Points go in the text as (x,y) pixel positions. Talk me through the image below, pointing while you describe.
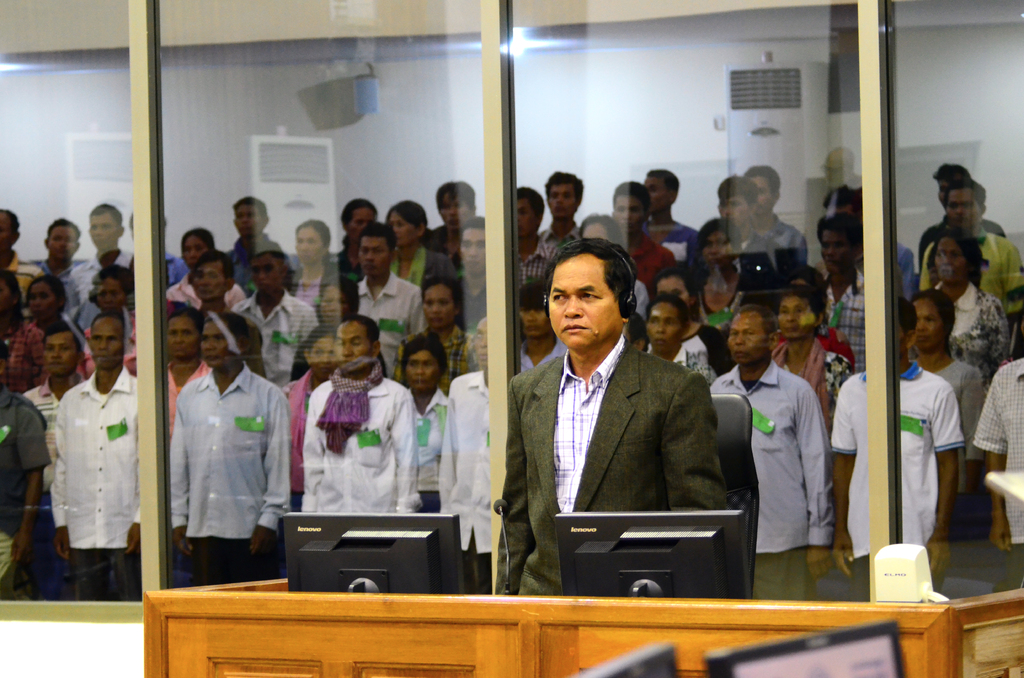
In this image there are four monitors (825,657), mike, chair (751,495) and a person (594,432) standing, and at the background (469,443) there are group of people (573,175) standing, tower air coolers (72,168), wall (573,51).
